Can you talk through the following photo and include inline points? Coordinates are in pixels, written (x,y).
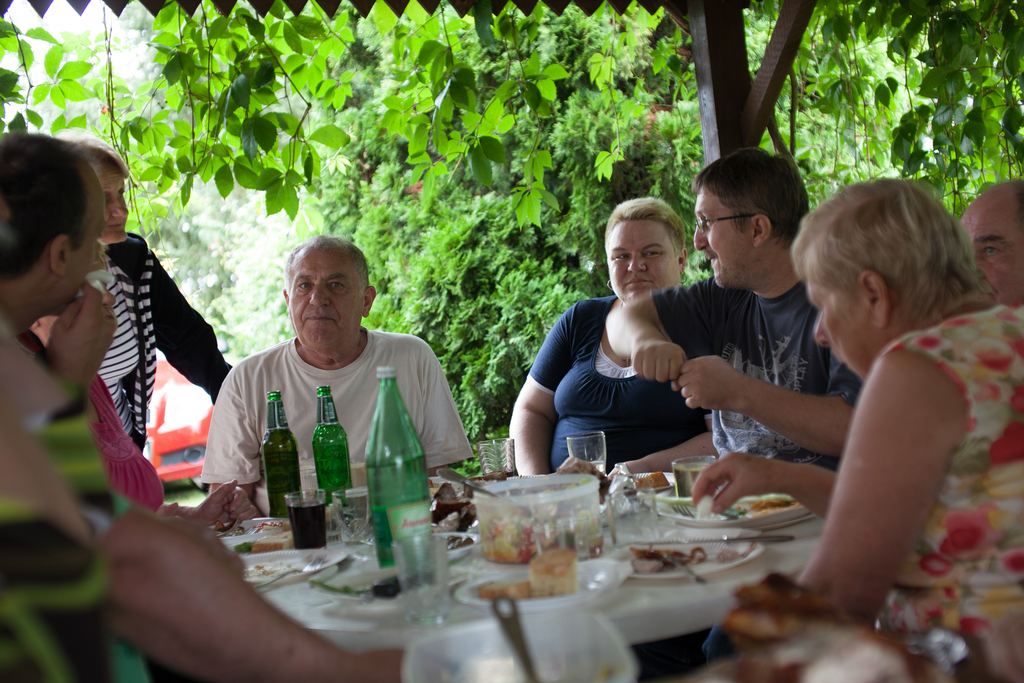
There are group of people (677,374) sitting on the chairs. This is a table (659,609). On this table (632,601) I can see a bowl (516,527), plates (703,546), tumblers (584,448), bottles (382,486) and some other objects (505,609) placed on it. Here at the left corner of the image (157,300) I can see a woman (143,312) standing. At background (399,142) I can see trees (573,89).
